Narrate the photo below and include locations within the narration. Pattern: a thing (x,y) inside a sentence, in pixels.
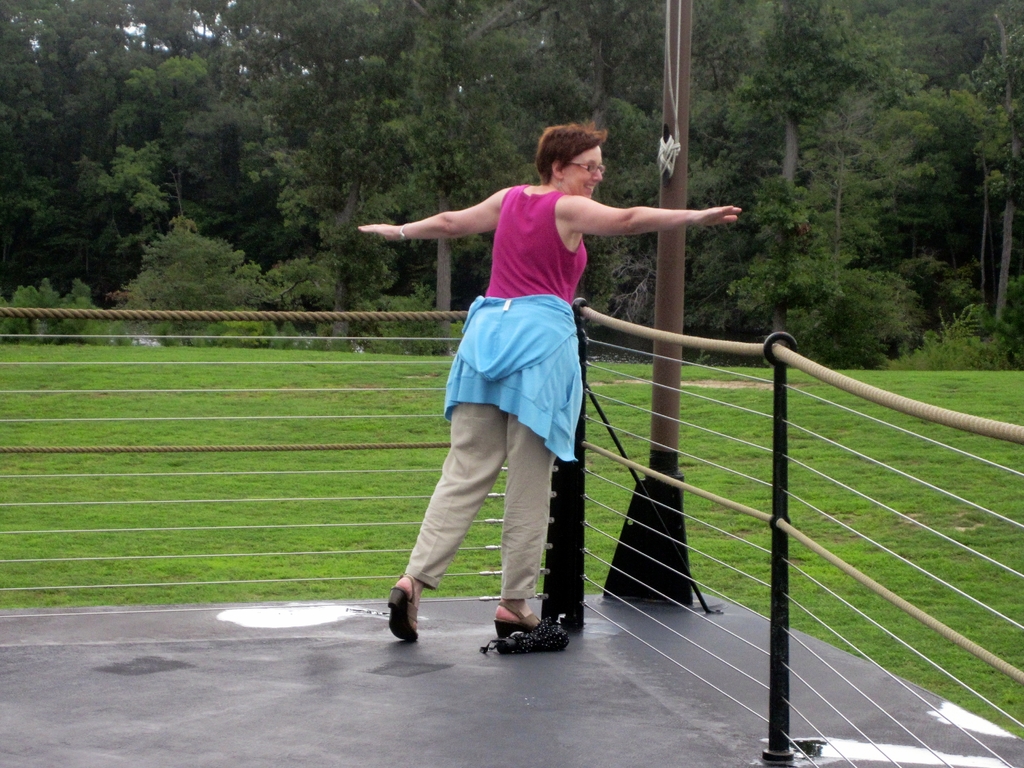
In this image in the center (530,389) there is a woman (539,402) standing and smiling, there is a fence (777,453) and there is a pole (668,297) and there is grass (201,464) on the ground (326,442). In the background (336,162) there are trees (772,172).
